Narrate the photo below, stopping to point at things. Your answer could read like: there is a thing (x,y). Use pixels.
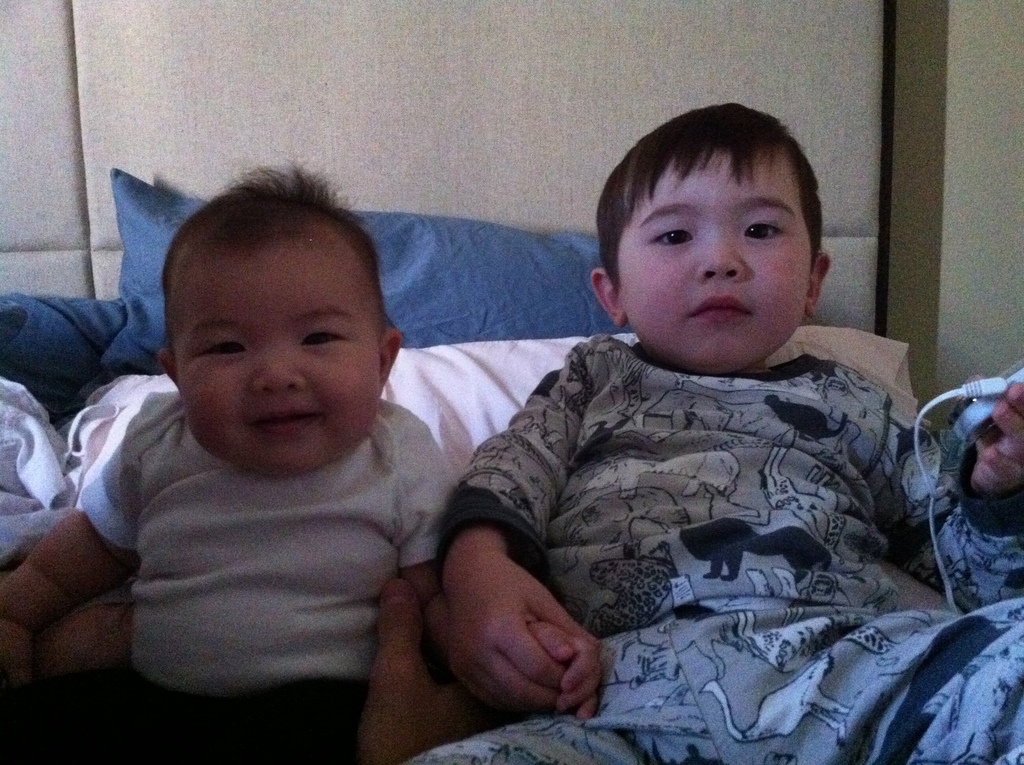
In this image we can see two children (506,450) sitting. In that one child (787,485) is holding a wire (945,393). We can also see some pillows (561,348) and a wall (487,51).
